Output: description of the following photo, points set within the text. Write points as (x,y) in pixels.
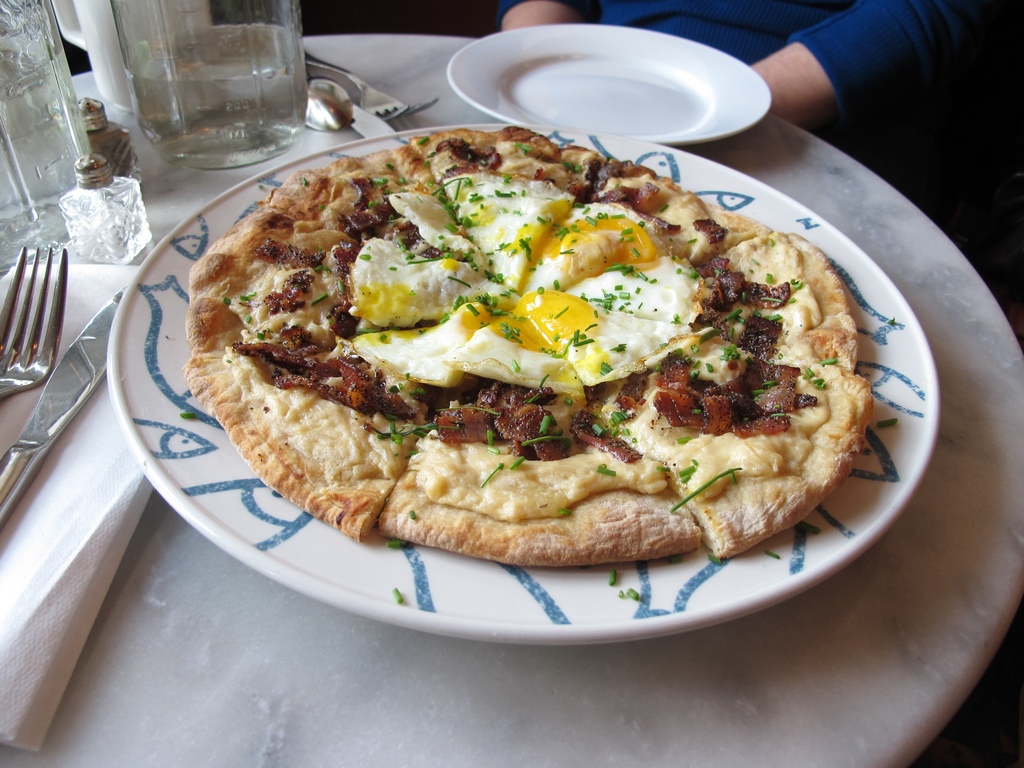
In the image we can see there is a plate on which there is a food item (519,292) and on the other side there is a person (810,40) sitting.
